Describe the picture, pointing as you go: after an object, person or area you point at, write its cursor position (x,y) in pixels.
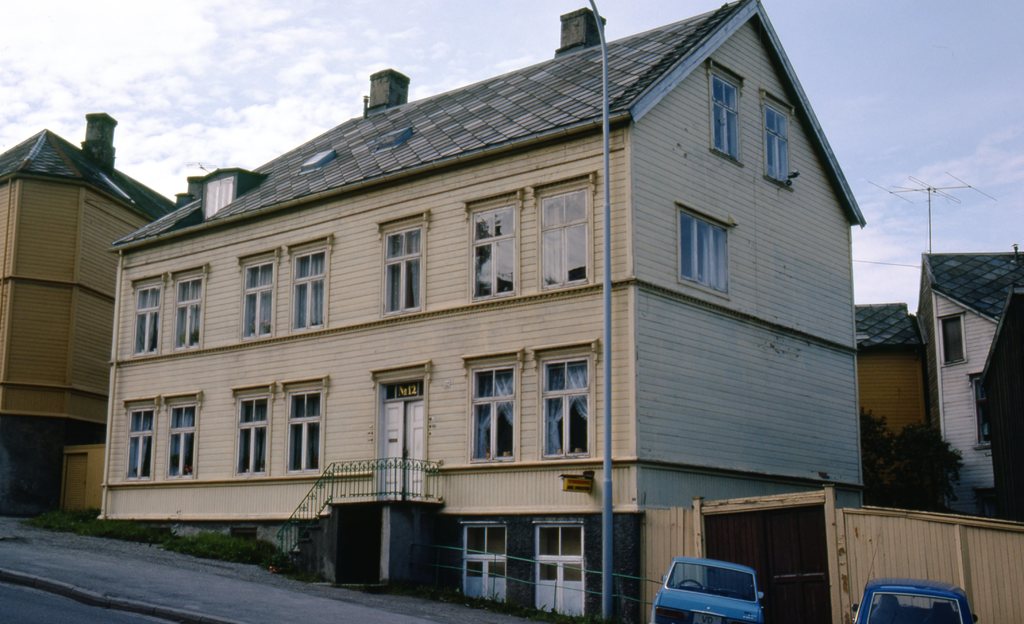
In this image we can see buildings (537,375), railings (341,495), shrubs (122,524), motor vehicles (902,601) on the road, trees (884,432), antenna (930,213), street pole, name board (582,490) and sky (926,155) with clouds (256,100).
